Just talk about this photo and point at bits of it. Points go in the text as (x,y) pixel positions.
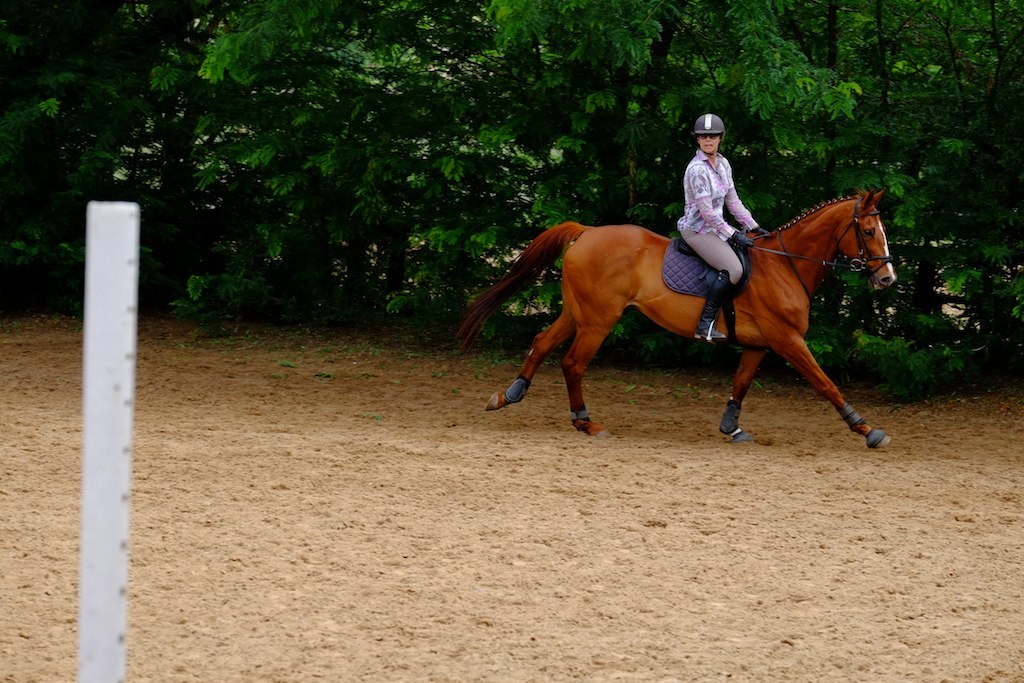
This image is taken in a ground (25,626). At the bottom of the image (578,654) there is a ground (379,501). At the background (895,296) there are many trees (565,85). In the left side of the image (135,210) there is a pole (102,237). In the right side of the image (699,204) a woman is sitting on a horse (825,217) and riding on it.
